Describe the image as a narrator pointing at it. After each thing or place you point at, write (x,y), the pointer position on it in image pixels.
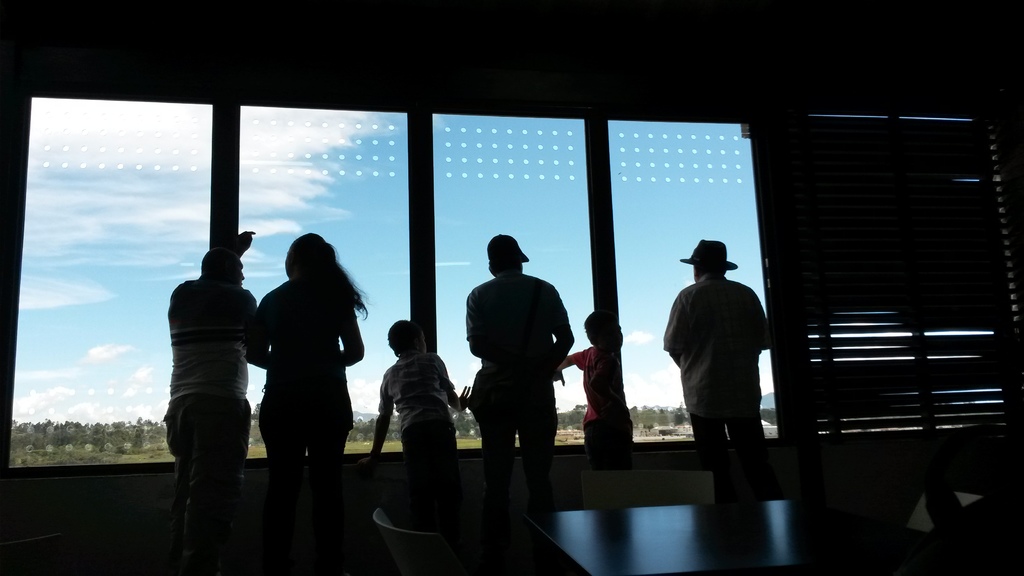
There are people (294,385) those who are standing in the center of the image (463,304) in front of glass windows (373,298) and there is a chair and table (569,539) at the bottom side (665,548), there is a window blind (844,226) on the right side (829,222). There are trees (368,420) and sky (349,381) in the background area (363,271).
